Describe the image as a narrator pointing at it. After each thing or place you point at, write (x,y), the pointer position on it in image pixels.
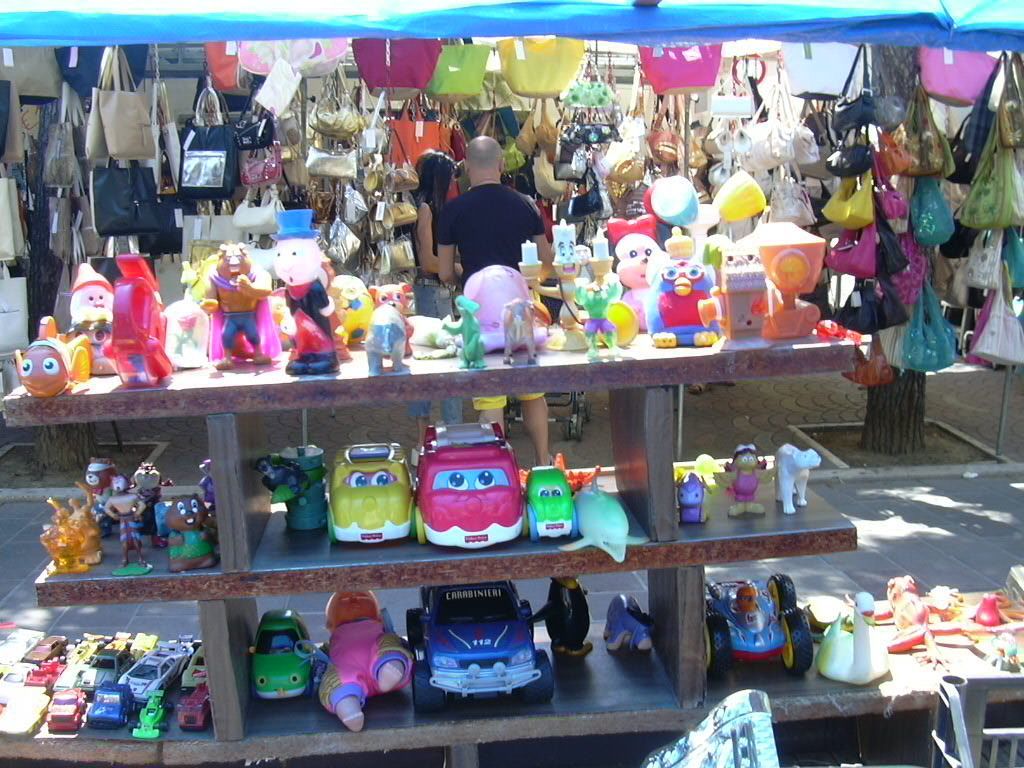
In this image I can see few racks (250,582) and number of toys (468,626) which are blue, pink, green, white and black in color on the racks (625,560). In the background (63,193) I can see number of bags (256,176) hanged, few persons (474,180) standing, the blue colored tent (566,30) and the ground (792,391) and I can see a tree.
